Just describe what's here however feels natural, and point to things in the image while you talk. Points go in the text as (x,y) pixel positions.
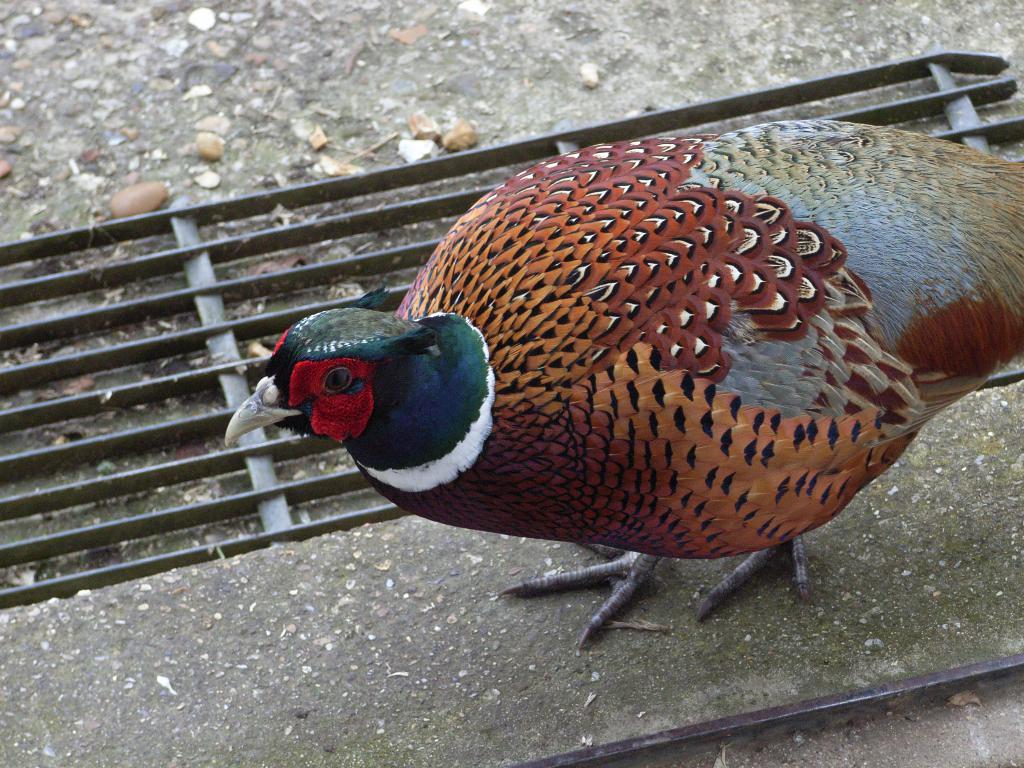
In this image we can see a bird (595,430) on the surface (496,623). There is a metal grill (142,260), stones (134,190).
